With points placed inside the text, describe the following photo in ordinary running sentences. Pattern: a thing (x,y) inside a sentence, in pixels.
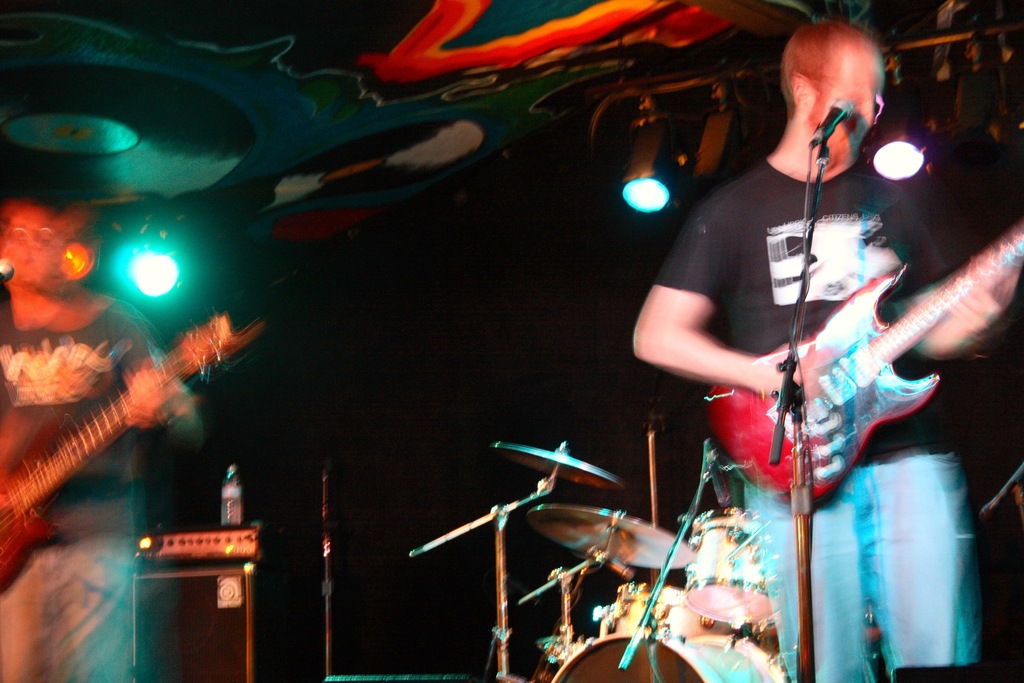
There are two persons (835,217) who are playing musical instruments (820,425).
